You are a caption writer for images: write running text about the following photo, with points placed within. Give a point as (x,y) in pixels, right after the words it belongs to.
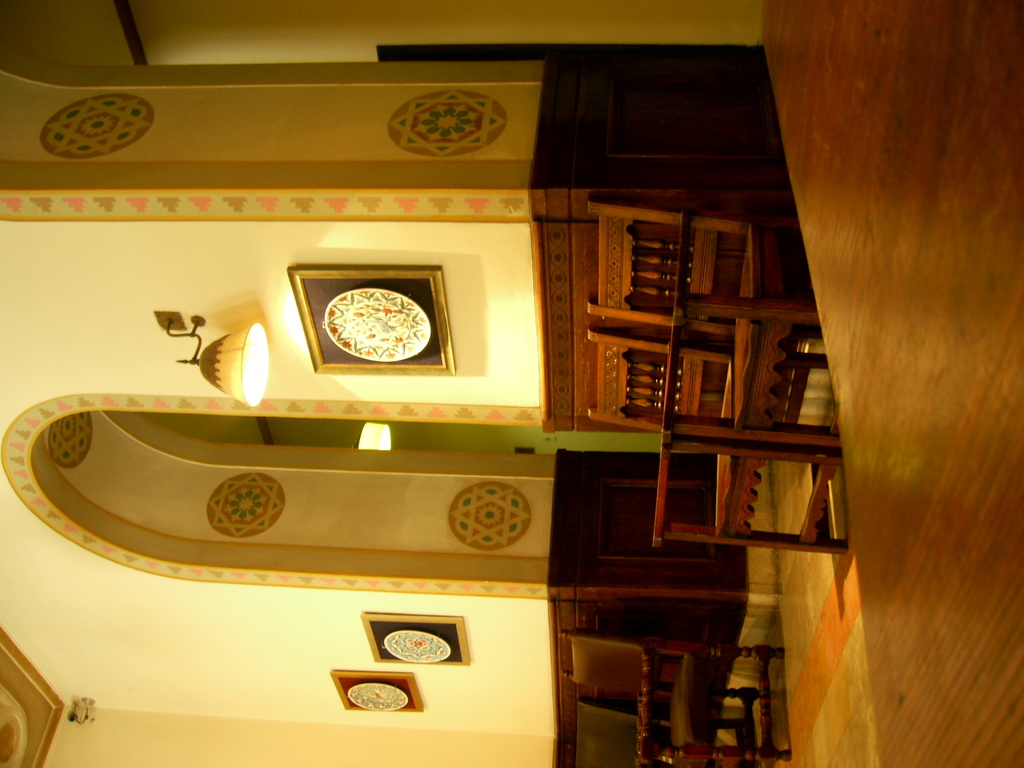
This is inside a building (453,543). On the right side (719,394) there are chairs (661,461). Also there are arches (68,400). On the wall (356,473) there some images (58,134). Also on the wall (114,330) there is light (193,330) and photo frames (361,335).
